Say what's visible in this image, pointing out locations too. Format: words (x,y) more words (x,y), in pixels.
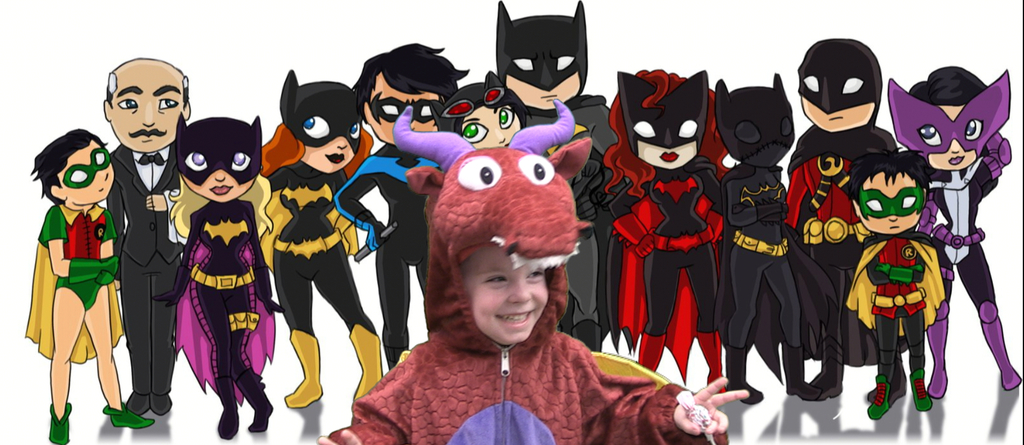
In this picture we can see a boy (437,377) wearing red color costume dress (556,333) standing in the front (521,364) and smiling. Behind we can see the cartoon poster (355,186).
